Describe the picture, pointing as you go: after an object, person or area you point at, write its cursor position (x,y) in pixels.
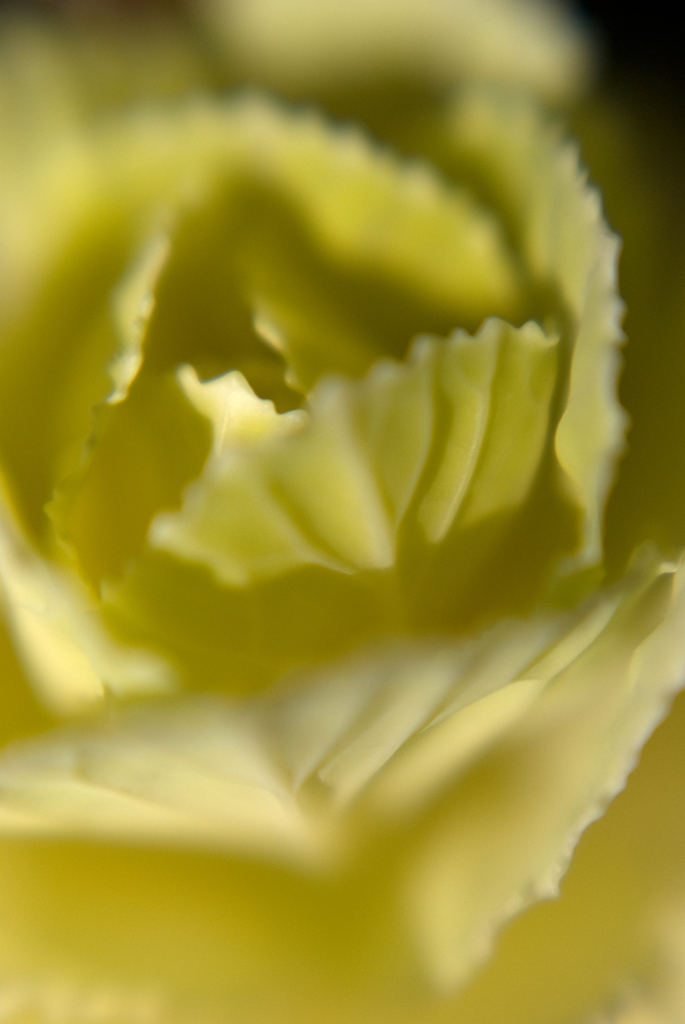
In this image in the front (283,505) there are leaves (363,458).
